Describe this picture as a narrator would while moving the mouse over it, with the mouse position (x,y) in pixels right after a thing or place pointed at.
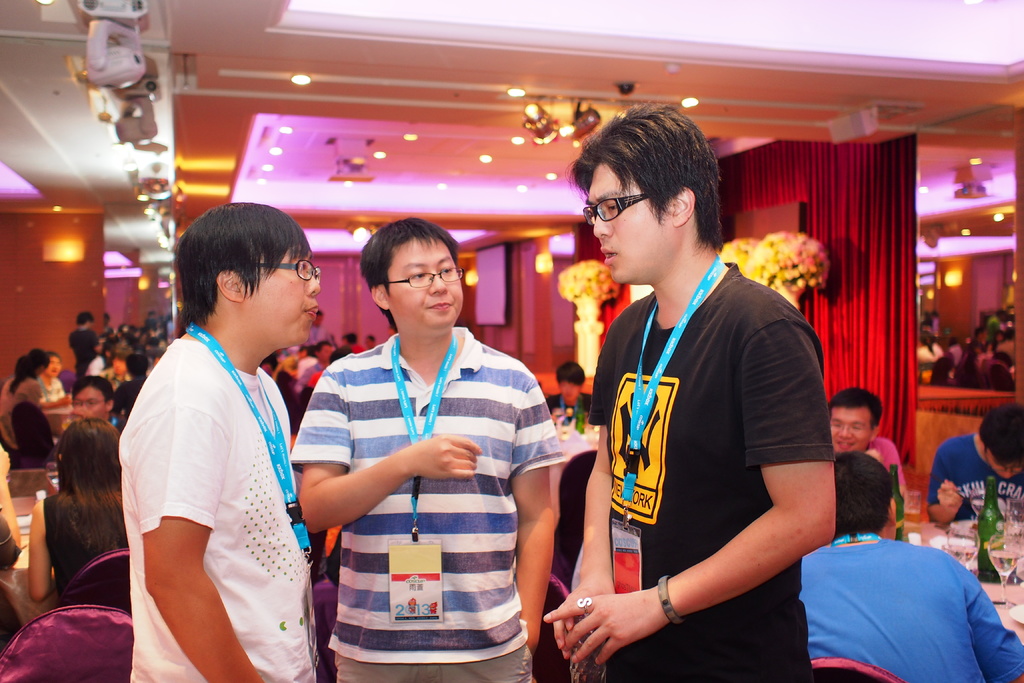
In this picture we can see three people (347,488), they are wearing id cards (274,465) and in the background (582,412) we can see a group of people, bottles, glasses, lights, curtain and some objects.
